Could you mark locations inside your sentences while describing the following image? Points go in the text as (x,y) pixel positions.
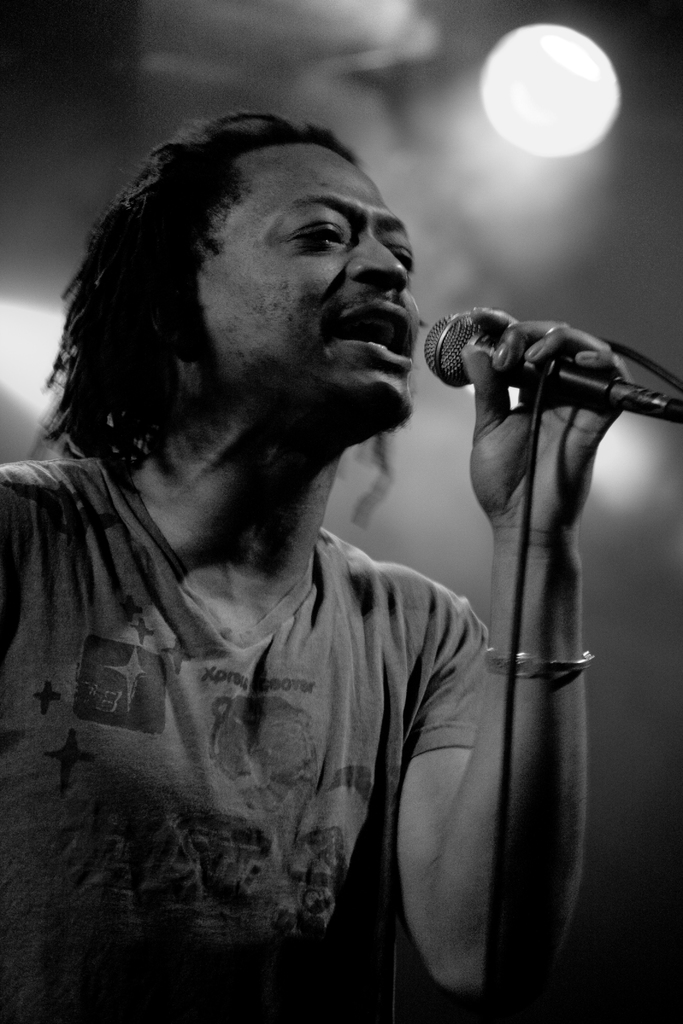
In this black and white picture there is man (239,589) singing. He is holding microphone (578,375) in his hand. He is wearing a T-shirt (233,807) and has long hair (108,350). The background (444,56) is blurred.
